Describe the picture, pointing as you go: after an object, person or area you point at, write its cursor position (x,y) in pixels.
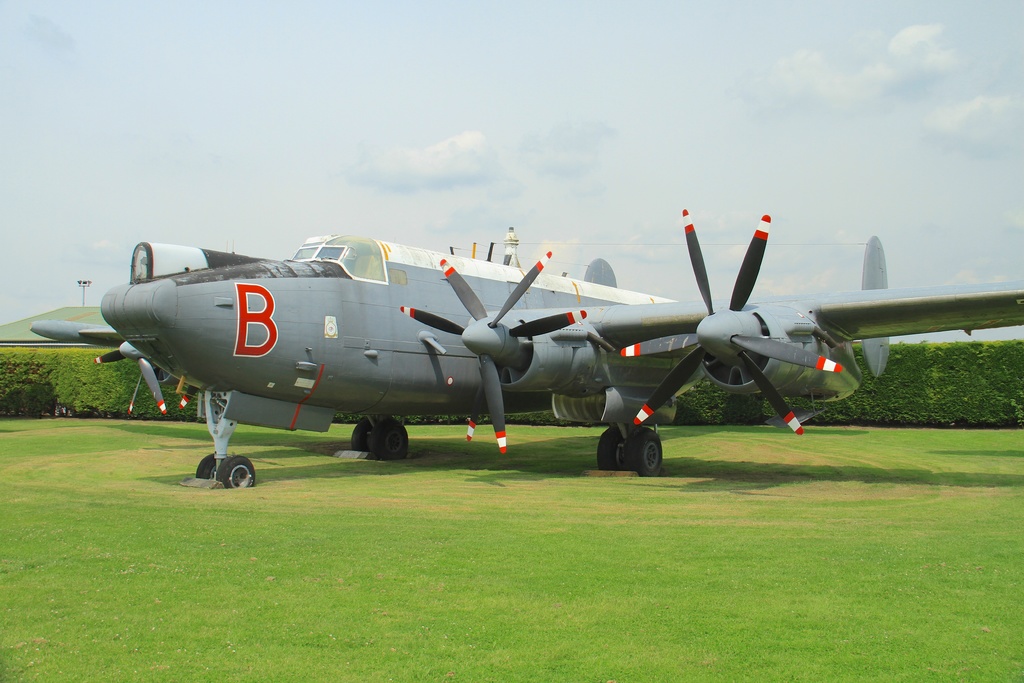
In the center of the image (440,257) there is an aeroplane (467,366). In the background (898,420) we can see a hedge (517,418) and a pole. At the top (413,134) there is sky (460,143).
